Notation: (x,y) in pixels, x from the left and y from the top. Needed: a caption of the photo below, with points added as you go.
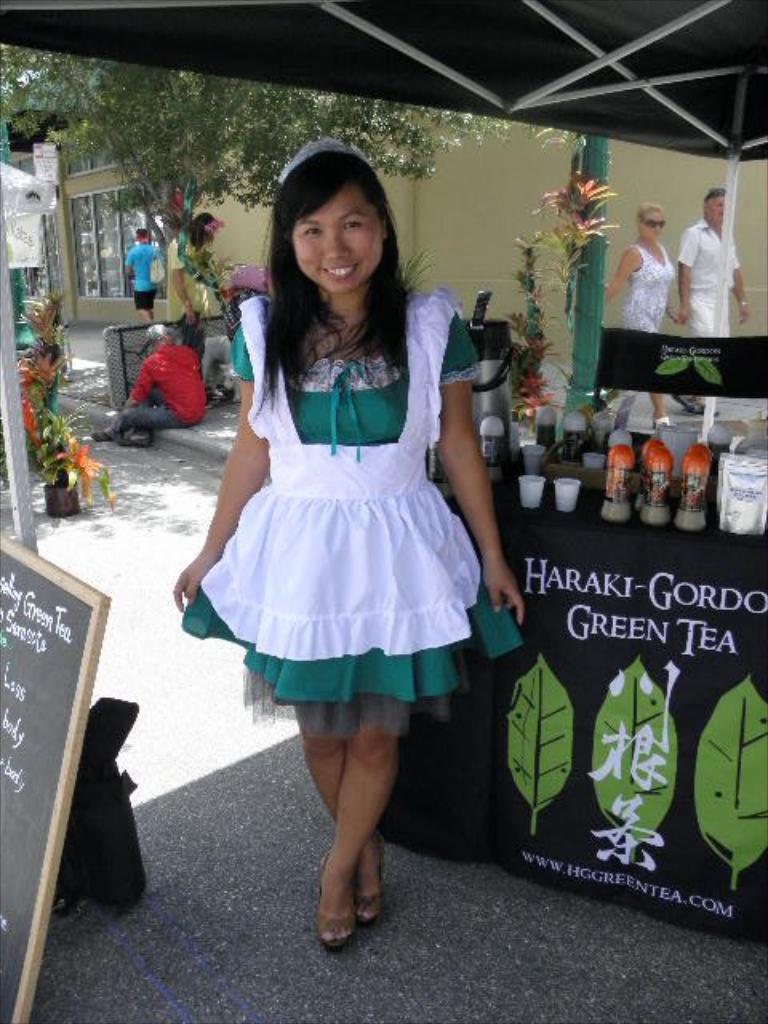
In the image we can see a girl (339,517) standing, wearing clothes (294,549). These are the objects (612,455) and a poster (603,735), this is a blackboard (31,693), road (170,886) plant pot (37,441), pole (588,174), tree (421,140), building (429,188), and behind her there are many people (685,320) walking and some of them are sitting. This is a footpath (141,559).
